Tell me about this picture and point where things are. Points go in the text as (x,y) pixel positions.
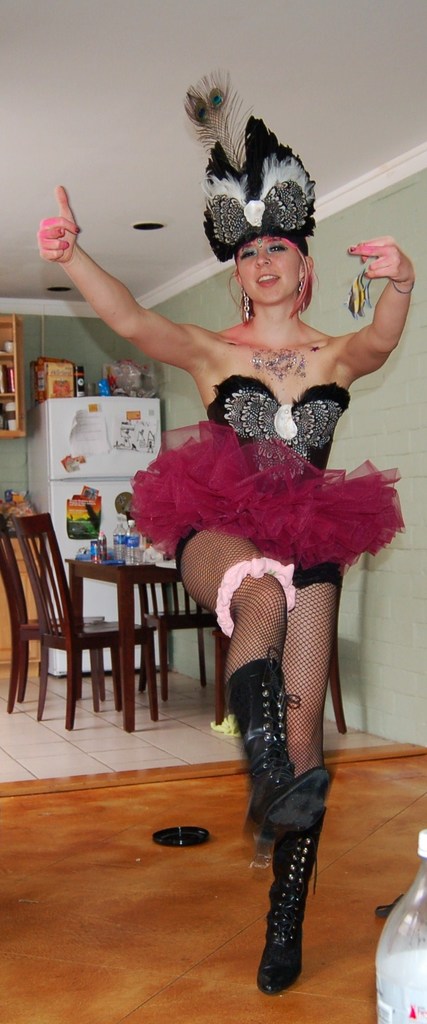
In the image we can see there is a woman (283,557) who is standing and she is wearing black boots (283,946) and at the back (102,561) there is a dining table (119,573) on which there are water bottles (115,542), can (96,555) and behind dining table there is a fridge (105,466).
